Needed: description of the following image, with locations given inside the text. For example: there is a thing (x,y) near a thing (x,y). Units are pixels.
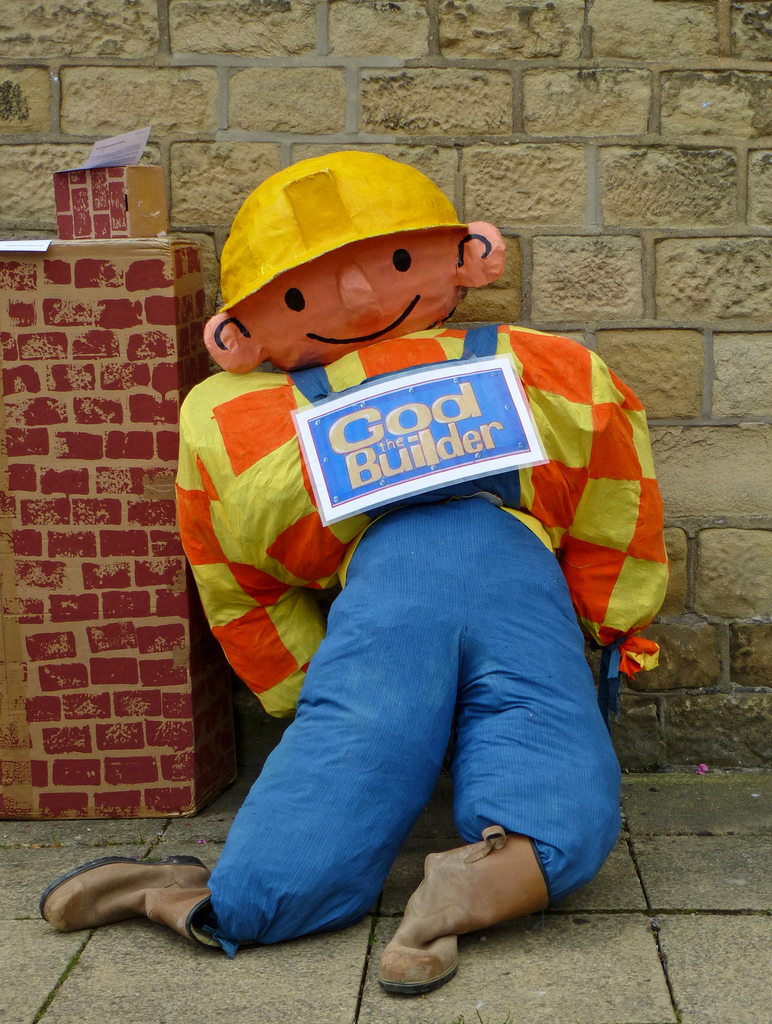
Here we can see a toy (490,487), board (373,400), and boxes (174,541). In the background (62,146) there is a wall (465,124).
